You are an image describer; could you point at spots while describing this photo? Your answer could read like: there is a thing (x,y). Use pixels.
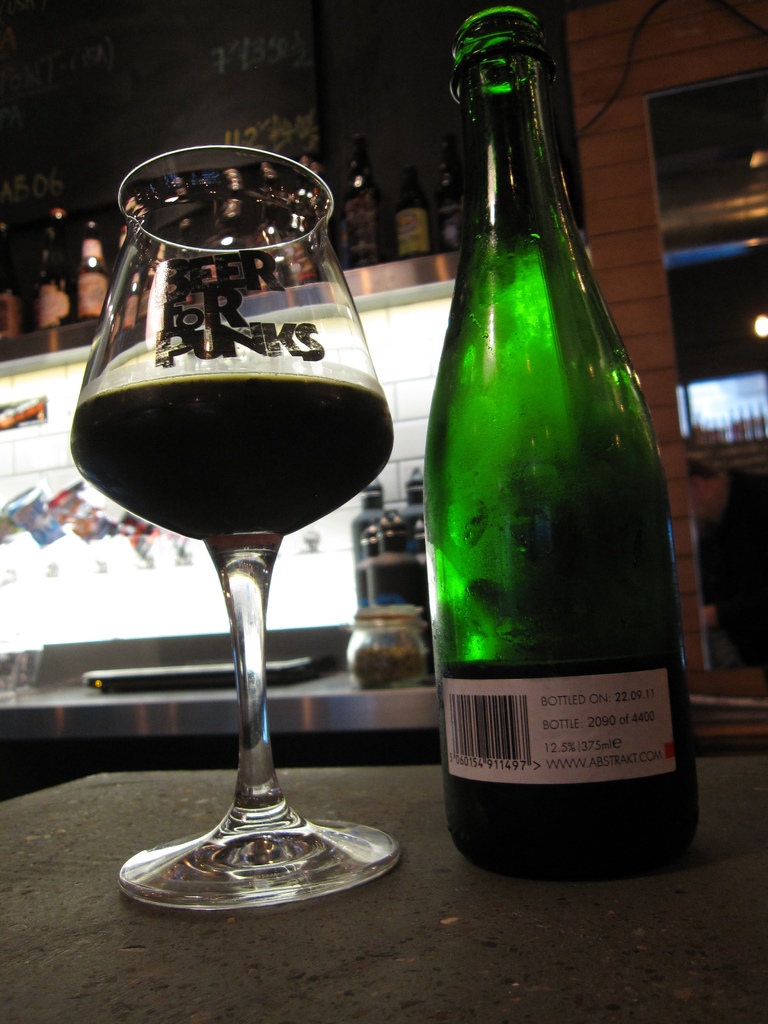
In this picture we can see a glass (189,367) with drink (277,494) in it and bottle (499,600) and this two are placed on a table (110,853) and in the background (44,590) we can see bottles (45,278) in rack (426,263), wall (106,576), glasses (20,691), jar (356,667).
